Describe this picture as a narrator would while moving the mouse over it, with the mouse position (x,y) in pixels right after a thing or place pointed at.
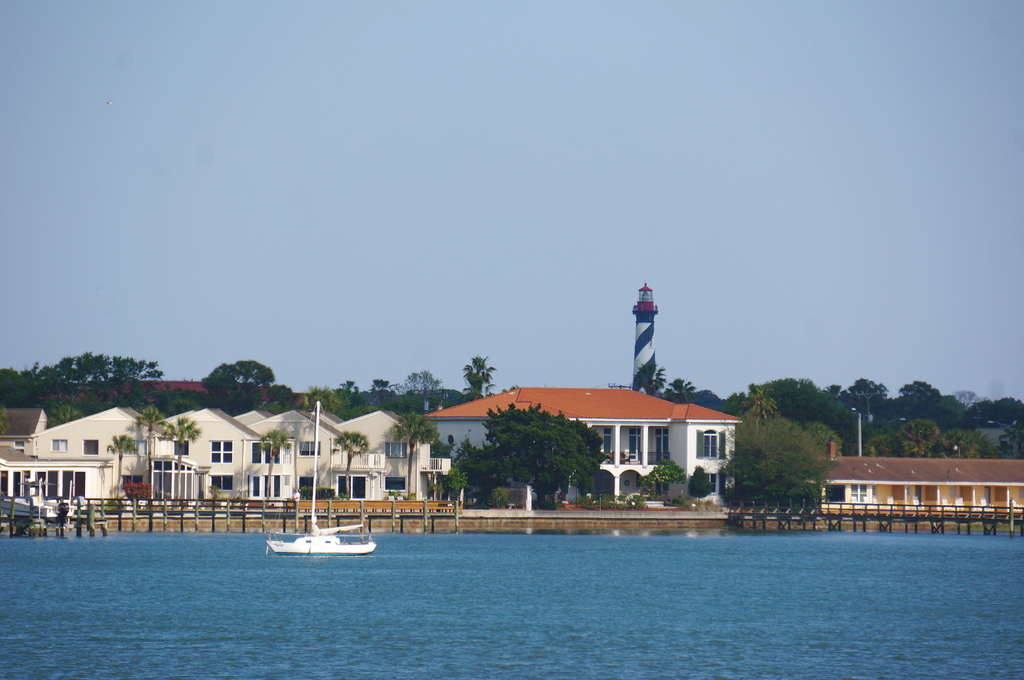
In this image we can see buildings (695,457), here is the window (664,441), here are the trees (460,455), here is the boat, here is the water (410,606), here is the tower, at above here is the sky (526,192) in blue color.
